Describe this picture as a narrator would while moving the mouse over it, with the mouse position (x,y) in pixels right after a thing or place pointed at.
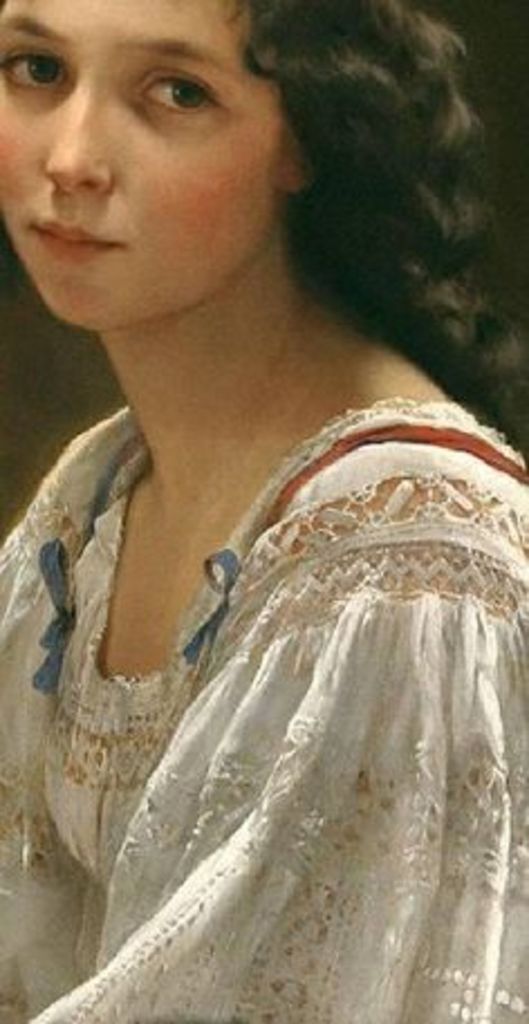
In this picture we can see a woman (201,523).
